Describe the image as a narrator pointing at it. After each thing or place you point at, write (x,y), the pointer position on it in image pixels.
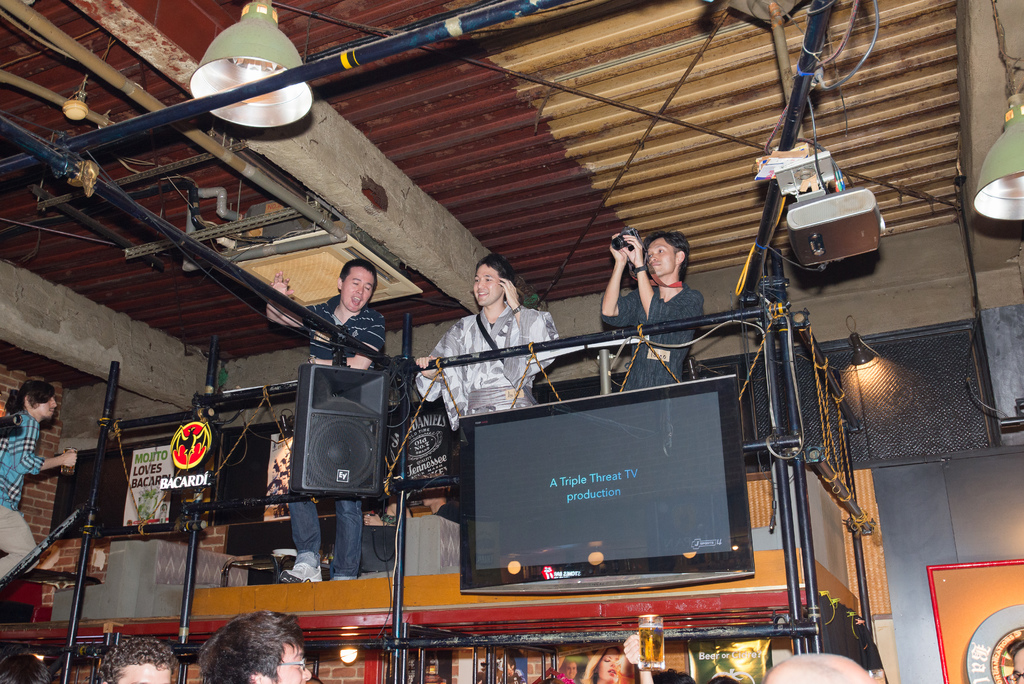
In this image three people (527,359) are standing on the stage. And holding some object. There are few lamps (269,46) and a projector (825,219) is hanged to the roof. There are few people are standing below the stage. There is a loudspeaker (326,434) and a television (605,506) in the image.
